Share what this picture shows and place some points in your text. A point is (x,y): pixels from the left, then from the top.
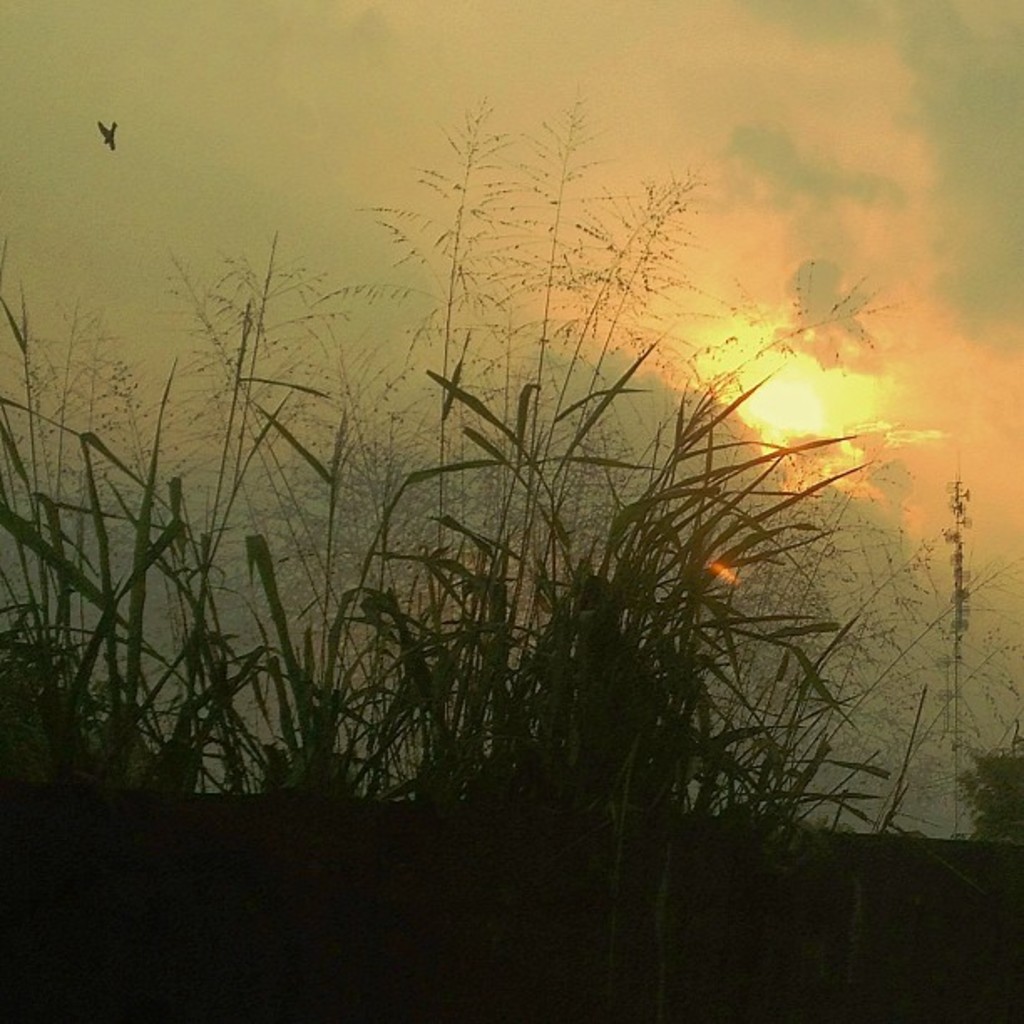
In the foreground of the picture (217,716) I can see the green grass (703,529). I can see the sunshine (773,369) and the clouds (771,191) in the sky (771,191).
